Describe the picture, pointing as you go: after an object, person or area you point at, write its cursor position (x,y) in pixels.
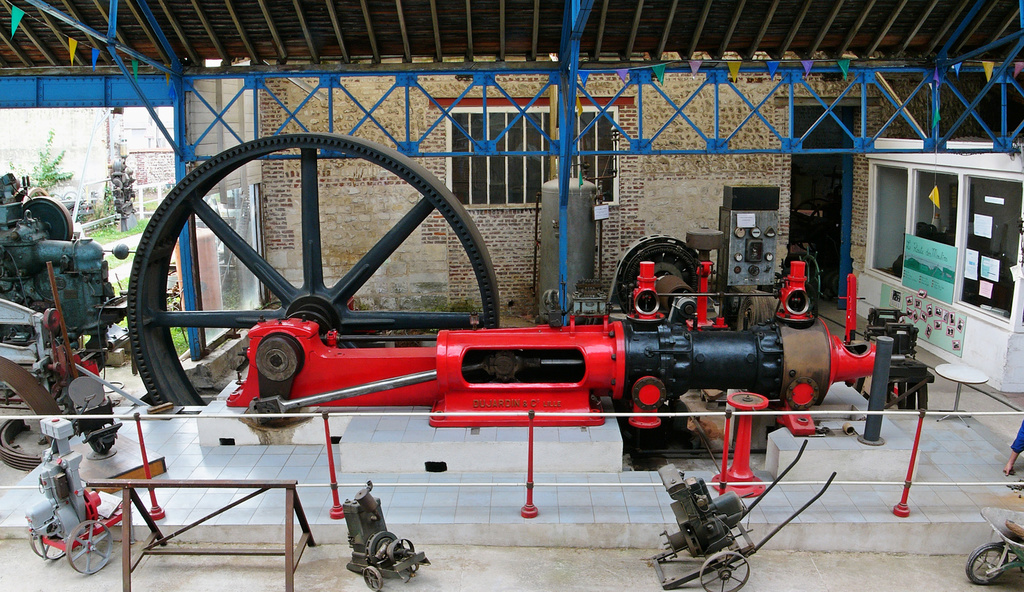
In this image under the roof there are many machines (698,509), tools (711,517). This is a building (719,170). In the background (97,166) there are tree (42,177), building (94,167).
